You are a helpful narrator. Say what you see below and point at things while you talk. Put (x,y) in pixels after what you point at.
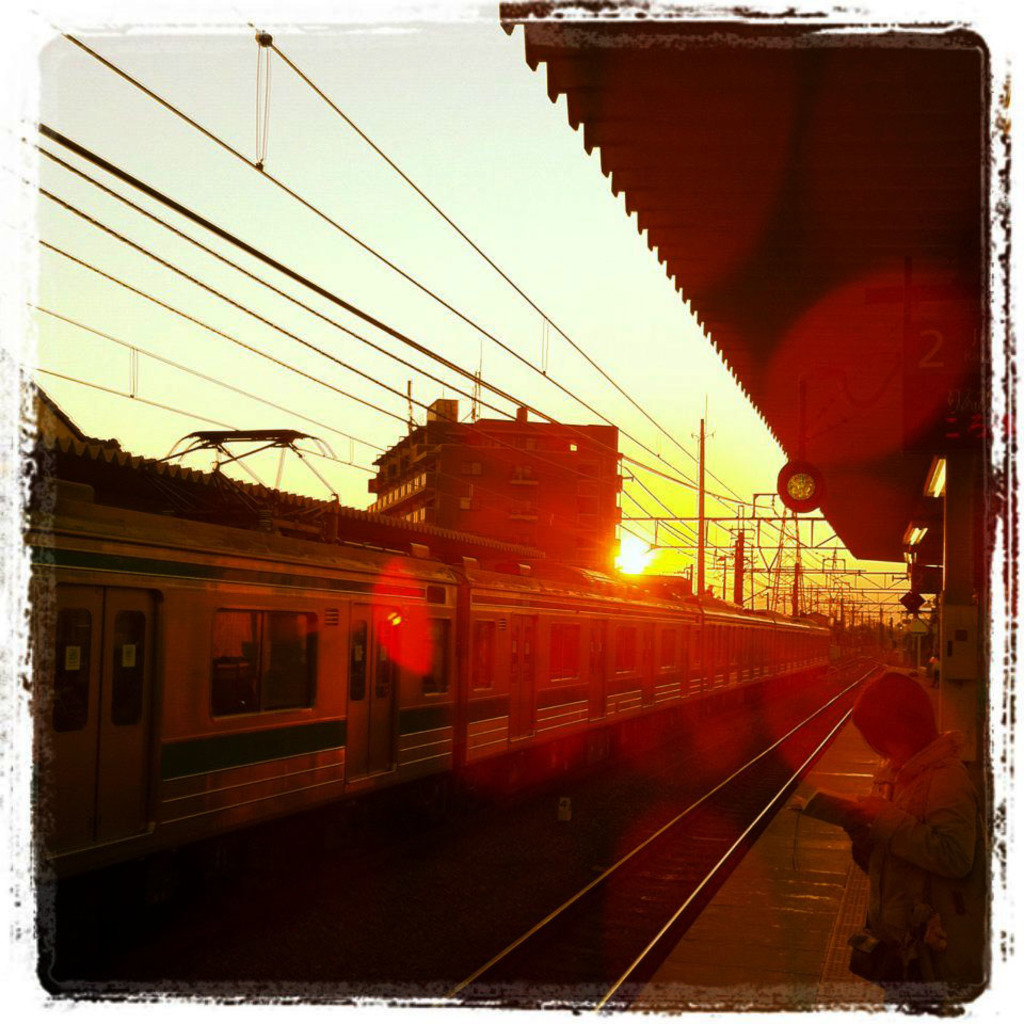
In this picture we can see a train (336,695), railway track (783,794), person (964,806) holding a book (839,802) and standing on a platform (865,744), roof (846,517), building (481,444), wires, poles (741,537) and some objects (856,590) and in the background (398,278) we can see the sky (532,348).
